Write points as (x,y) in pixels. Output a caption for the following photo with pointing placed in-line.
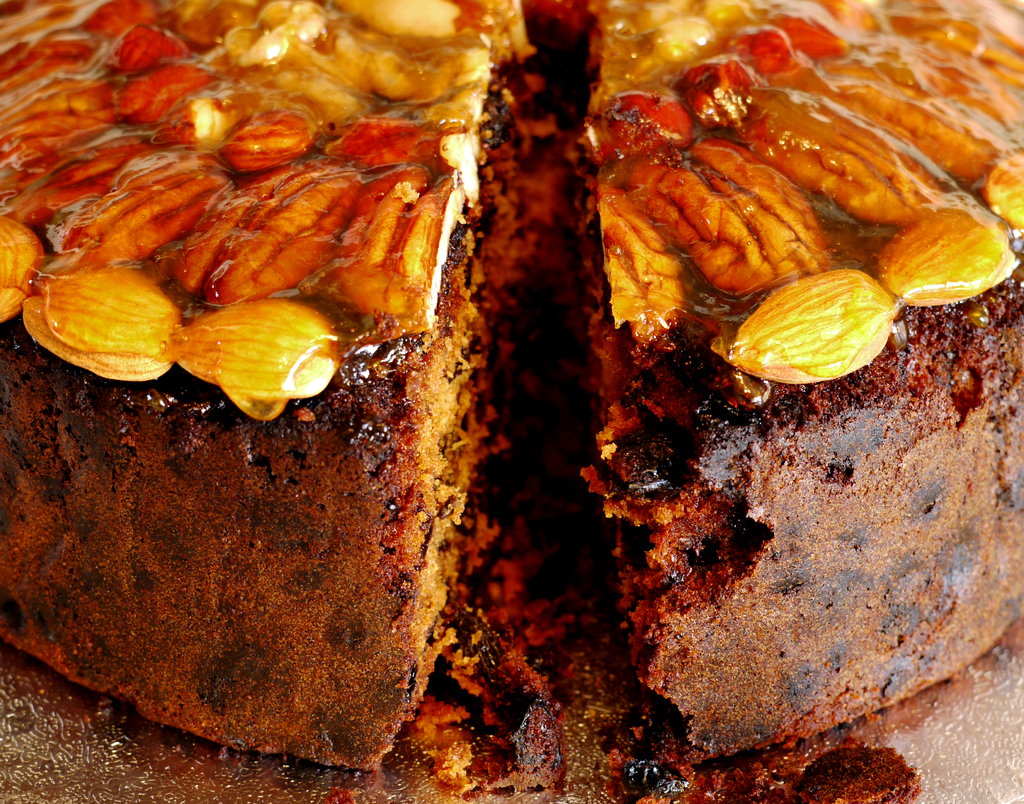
In the image there is a brown color cake (401,495). On the cake (144,415) there are dry fruits (131,291).
